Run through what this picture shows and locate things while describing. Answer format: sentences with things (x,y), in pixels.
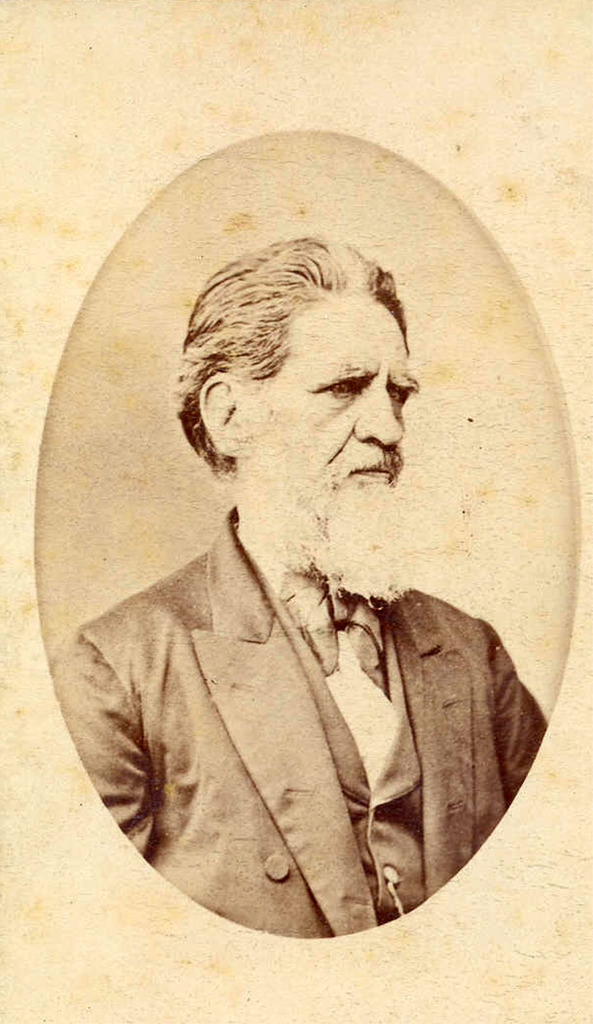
In the middle of this image (392,664), there is an image (433,333) in ellipse shape. In this image, there is a person (392,362) in a suit (414,632).
